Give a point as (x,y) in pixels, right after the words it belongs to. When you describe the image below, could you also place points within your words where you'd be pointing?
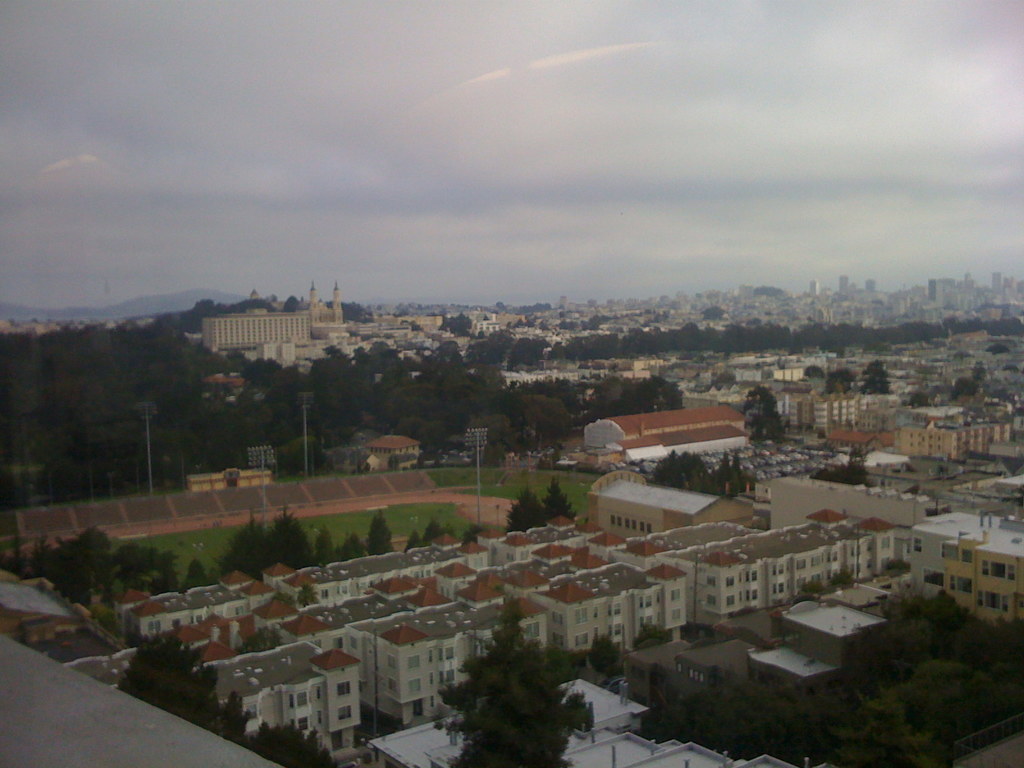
There is ground (218,526), on which, there is grass (214,544), near buildings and trees (83,576). In the background (826,456), there are vehicles (747,447) parked, near buildings (708,429) and trees (500,393), there are trees (159,398), there are buildings (870,287) and there are clouds (642,139) in the sky (225,166).
